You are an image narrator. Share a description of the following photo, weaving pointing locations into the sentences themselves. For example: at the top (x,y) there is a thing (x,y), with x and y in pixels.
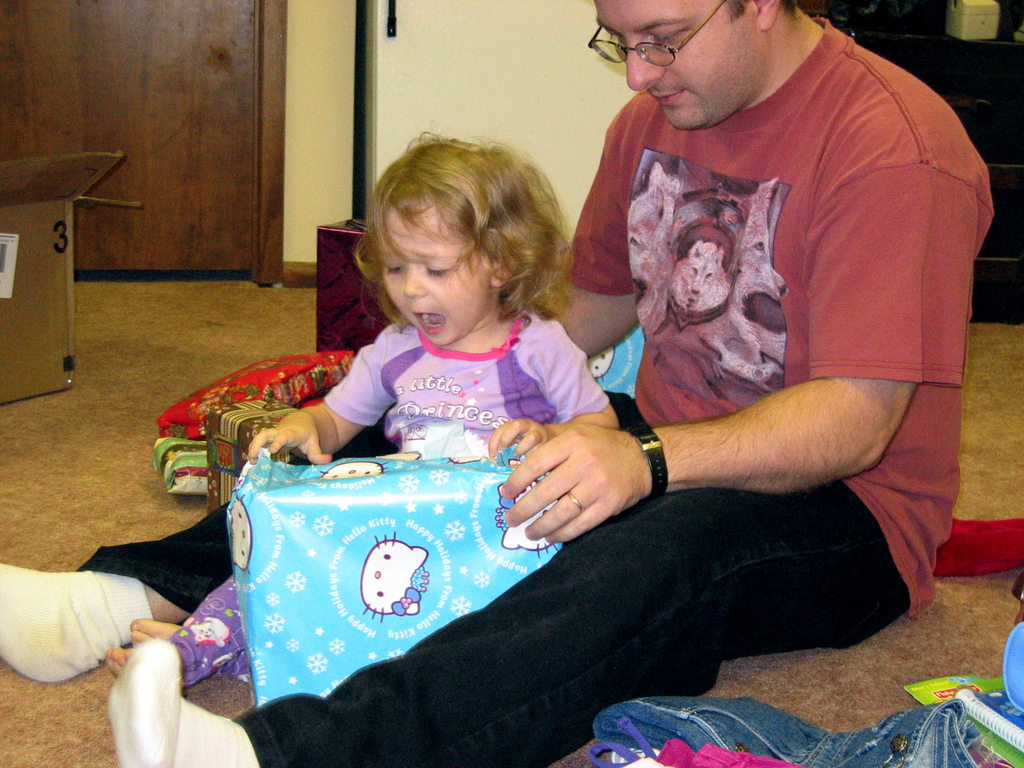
In this image I can see two people (796,352) with different color dresses (638,386). I can see these people (641,405) are holding the gift box (313,557) which is in blue and white color. To the side I can see the pant (651,724), books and few more gift boxes (174,485). To the left (39,296) I can see the cardboard box (33,215). In the background (270,270) I can see the wooden door (205,85) and the wall (343,93).
